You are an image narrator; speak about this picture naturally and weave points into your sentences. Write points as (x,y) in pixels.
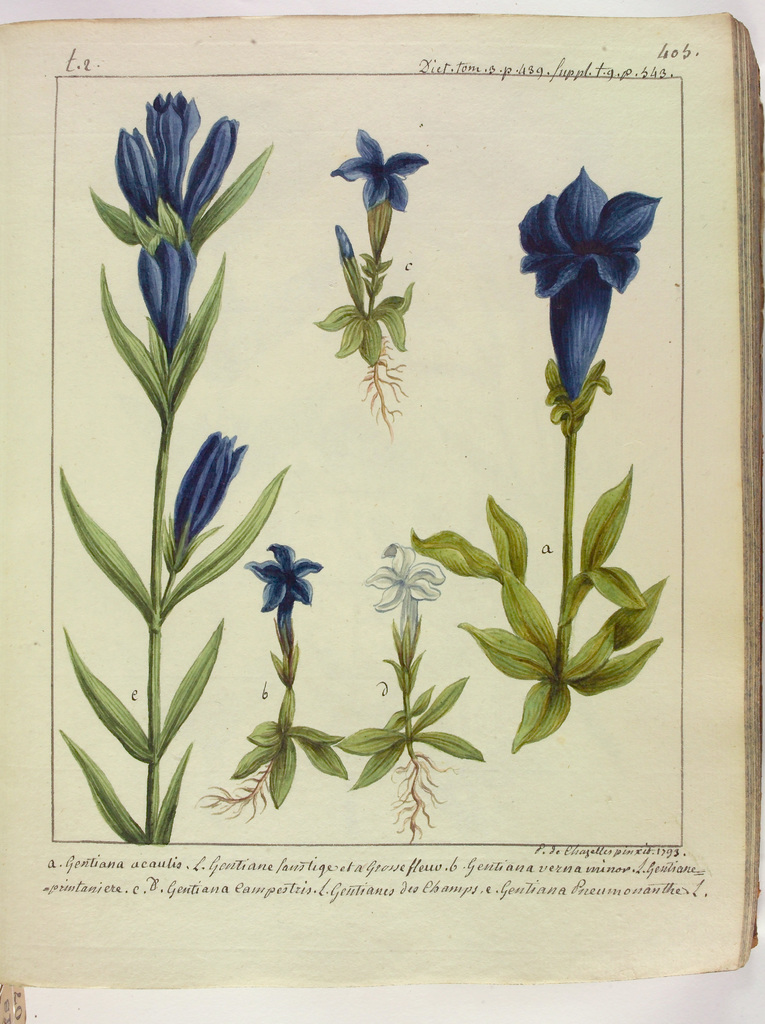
In this image we can see a book (499,622), on the book (408,838) we can see some plants (429,542) with flowers (590,398) and text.
